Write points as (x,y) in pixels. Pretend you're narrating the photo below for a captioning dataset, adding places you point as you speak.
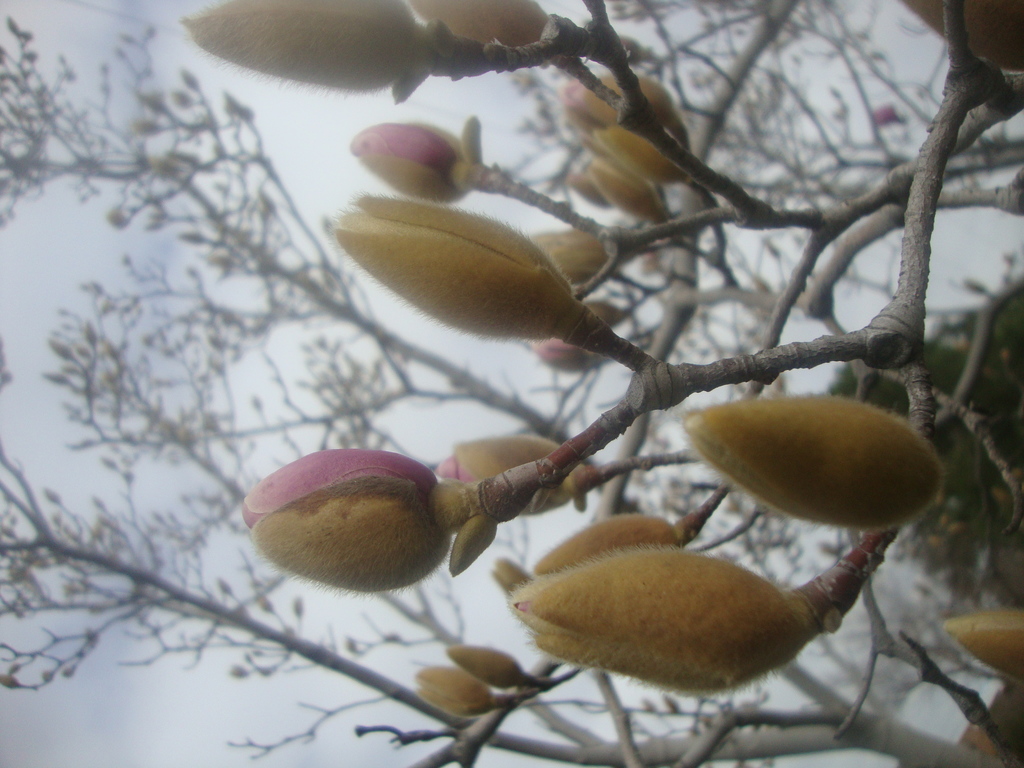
In the picture I can see the flower buds (445,159) of the plant (931,160). In the background (306,602), we can see few more plants (232,611) and the sky (169,258).
